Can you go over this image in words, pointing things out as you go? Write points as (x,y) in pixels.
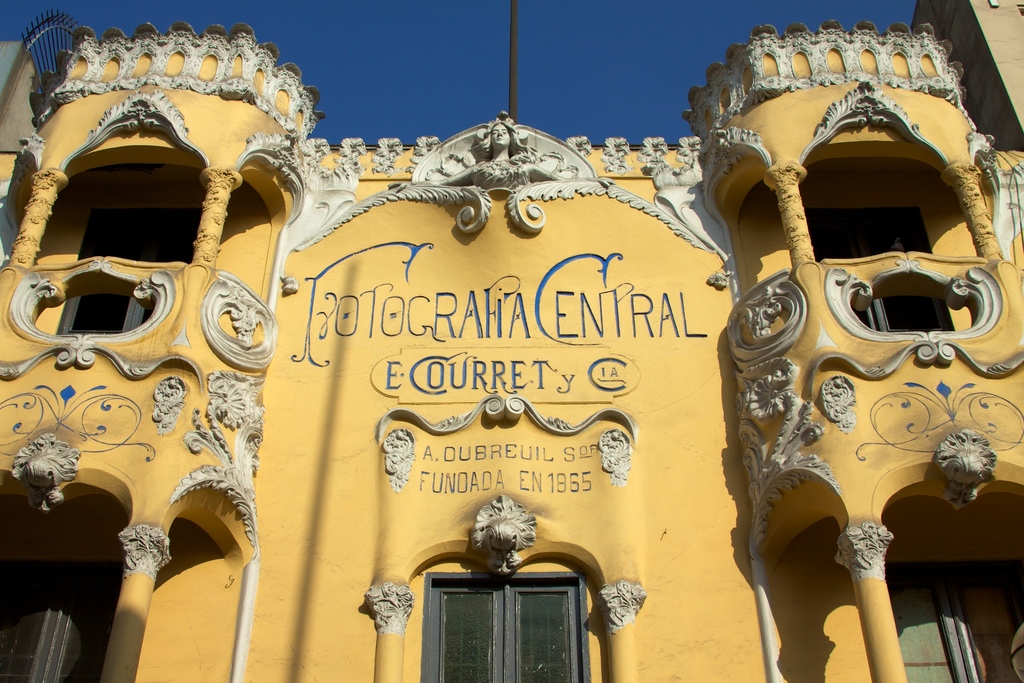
In this image I can see the building (270,470) which is in yellow color. And I can see something is written on the building (448,362). To the left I can see the railing (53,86) on the building (68,102). In the background (447,79) I can see the blue sky (477,74).
